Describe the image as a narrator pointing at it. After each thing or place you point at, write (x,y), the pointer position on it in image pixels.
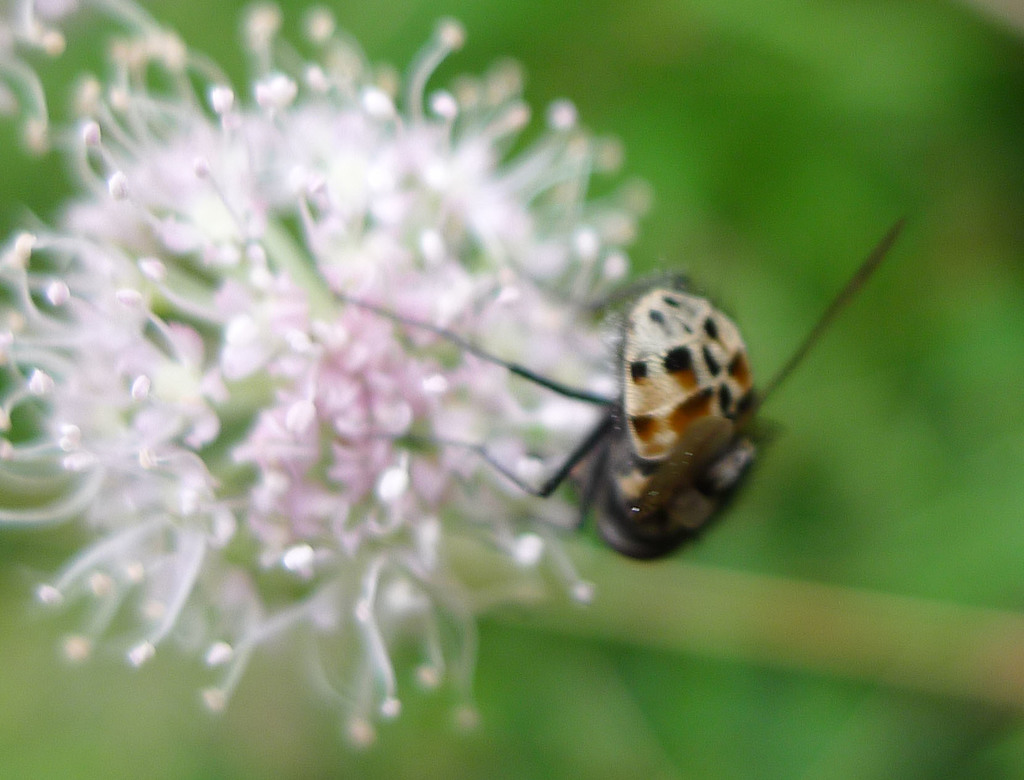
It is a blur image. Here we can see an insect (639,457) on the flowers (255,467). Background (1006,581) we can see green color.
